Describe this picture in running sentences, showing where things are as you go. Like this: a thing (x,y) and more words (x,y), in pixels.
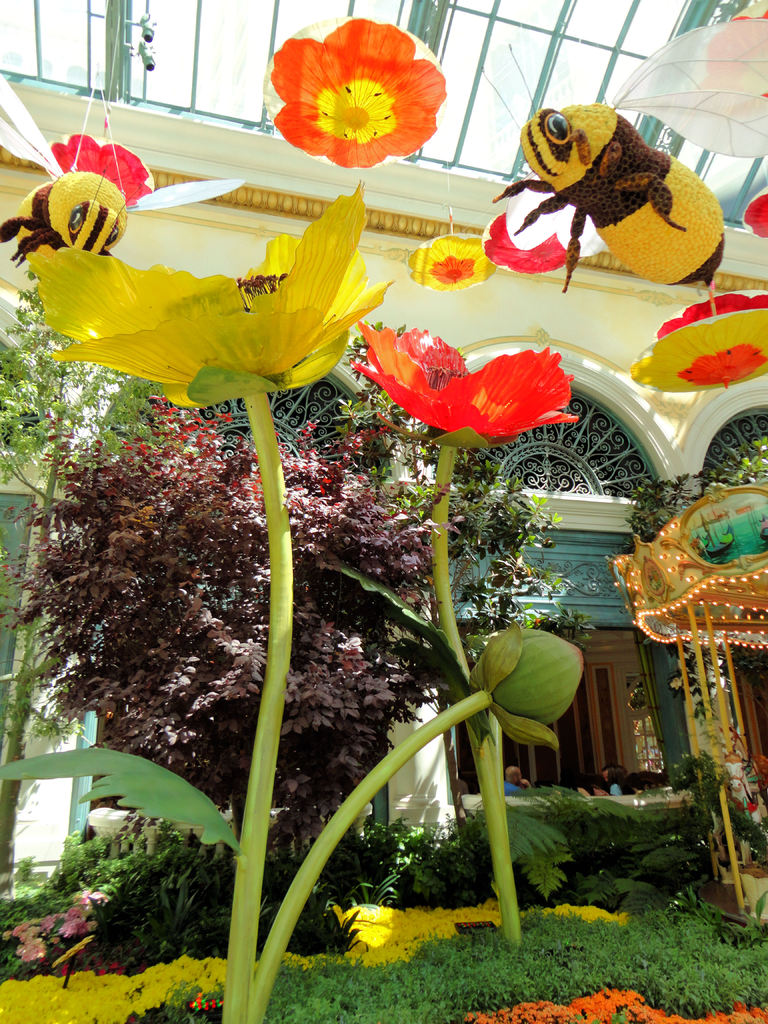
This image consists of trees (357,699) in the middle (301,646). There is a building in the middle (508,466). There are some flowers (381,294) in the middle (425,371).
